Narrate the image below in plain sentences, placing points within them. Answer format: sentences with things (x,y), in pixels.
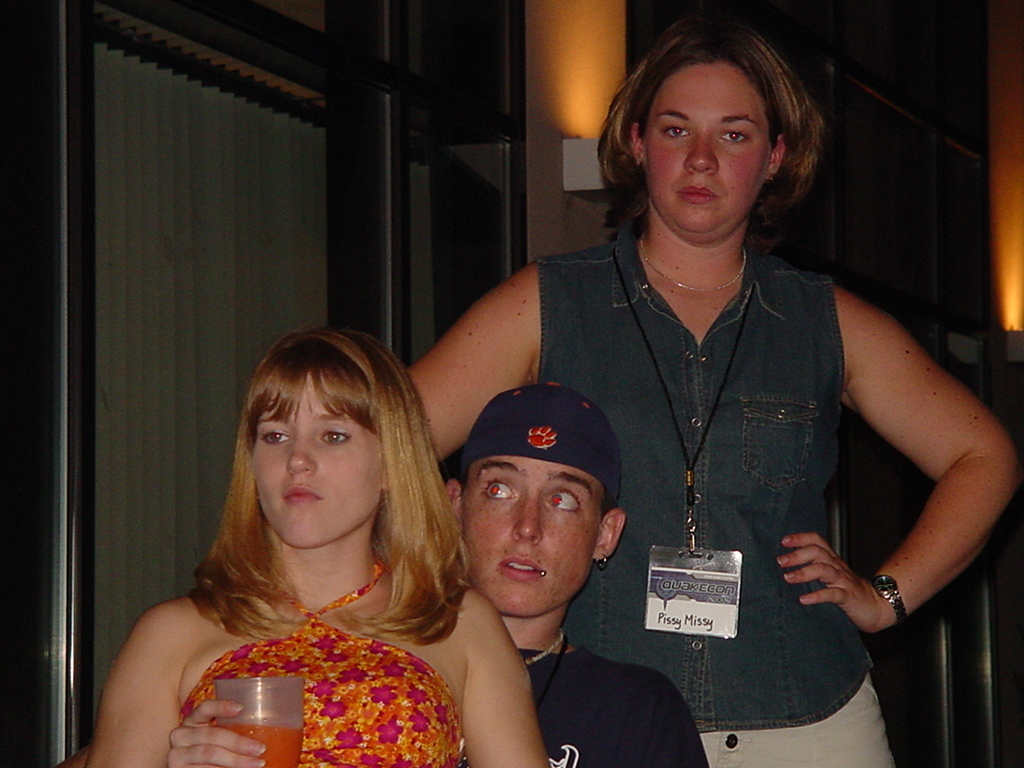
In this image, we can see people (508,309) and some are wearing id cards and a man (595,538) wearing a cap (568,456) and there is a lady (257,646) holding a glass (282,705) with drink (270,726). In the background (138,198), there is a curtain (233,209) and we can see lights (589,114).
